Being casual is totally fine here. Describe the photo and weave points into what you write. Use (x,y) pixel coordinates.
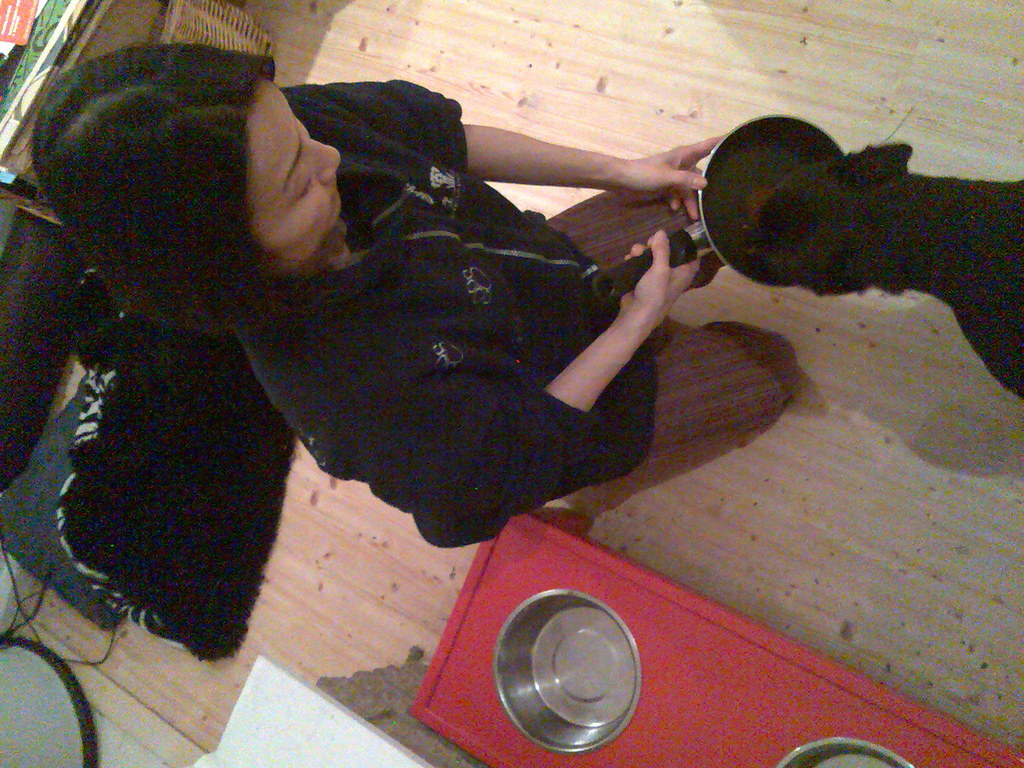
In the picture we can see a woman (522,418) sitting on the wooden floor (945,42) on the knees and holding a pan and a dog (983,326) is eating something in it and besides her we can see a bowls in the red color stand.
